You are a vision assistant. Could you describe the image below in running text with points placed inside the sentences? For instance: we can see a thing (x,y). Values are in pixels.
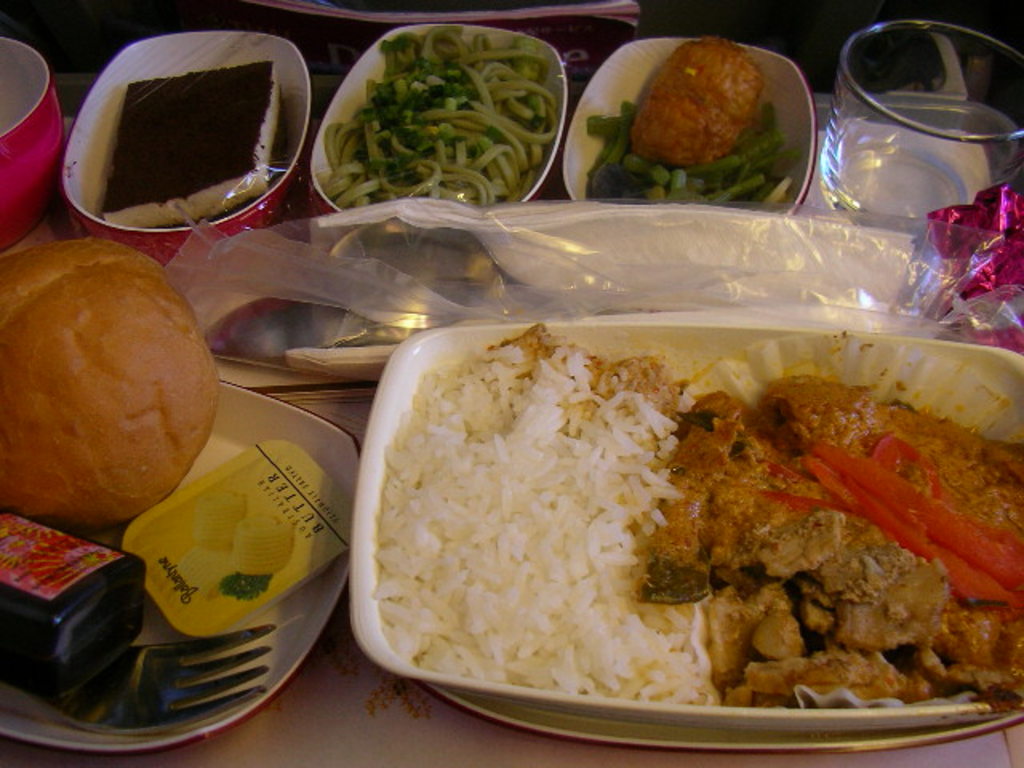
In this picture we can see bowls (619,341), spoons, fork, food items (554,401), book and some objects (499,313) and these all are placed on a platform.
